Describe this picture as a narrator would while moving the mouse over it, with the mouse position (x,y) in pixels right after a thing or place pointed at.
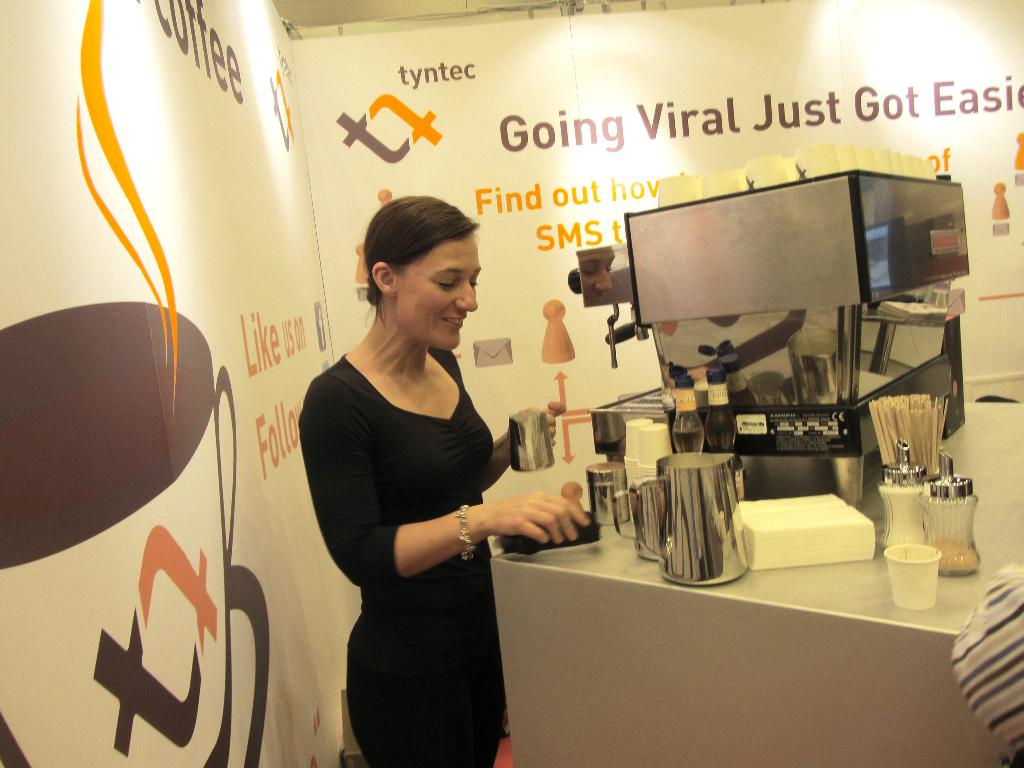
In the image I can see a person (467,442) who is standing in front of the table (910,715) on which there are some things (719,522) placed and to the sides there are boards (141,723) on which there is some text (561,232).
